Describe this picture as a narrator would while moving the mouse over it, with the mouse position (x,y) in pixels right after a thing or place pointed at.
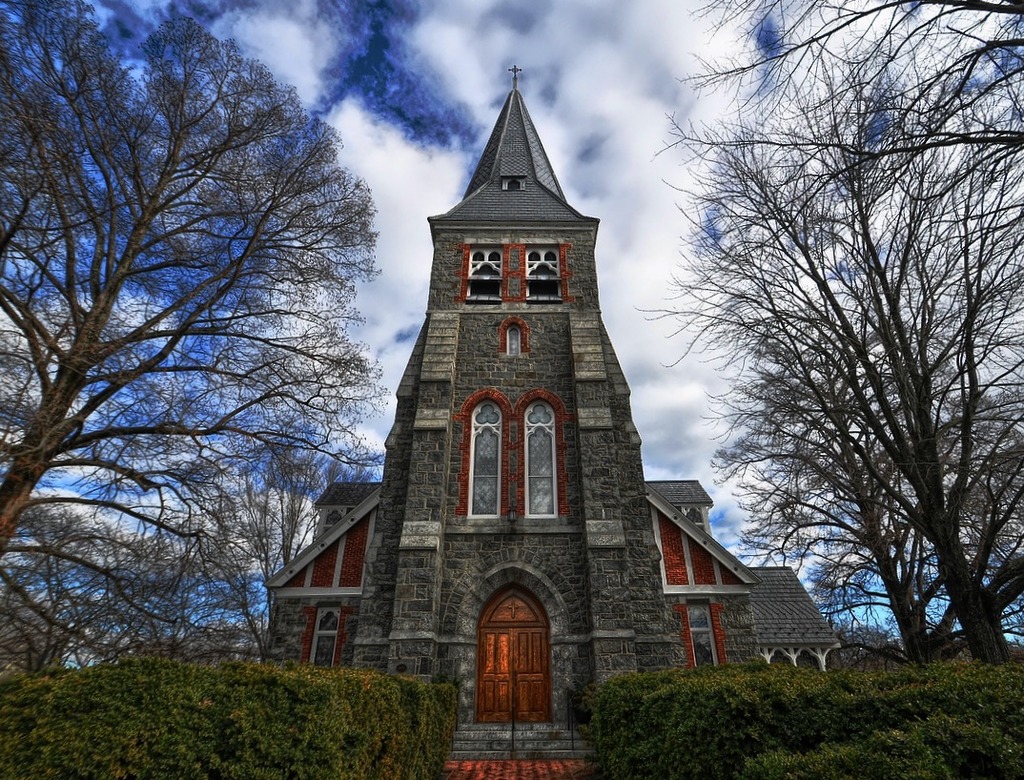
In the picture we can see a church building (590,511) with a door (502,704) and besides it, we can see bushes (870,727) and trees (909,451) on the sides and behind it we can see the sky (280,66) with clouds (321,21).
